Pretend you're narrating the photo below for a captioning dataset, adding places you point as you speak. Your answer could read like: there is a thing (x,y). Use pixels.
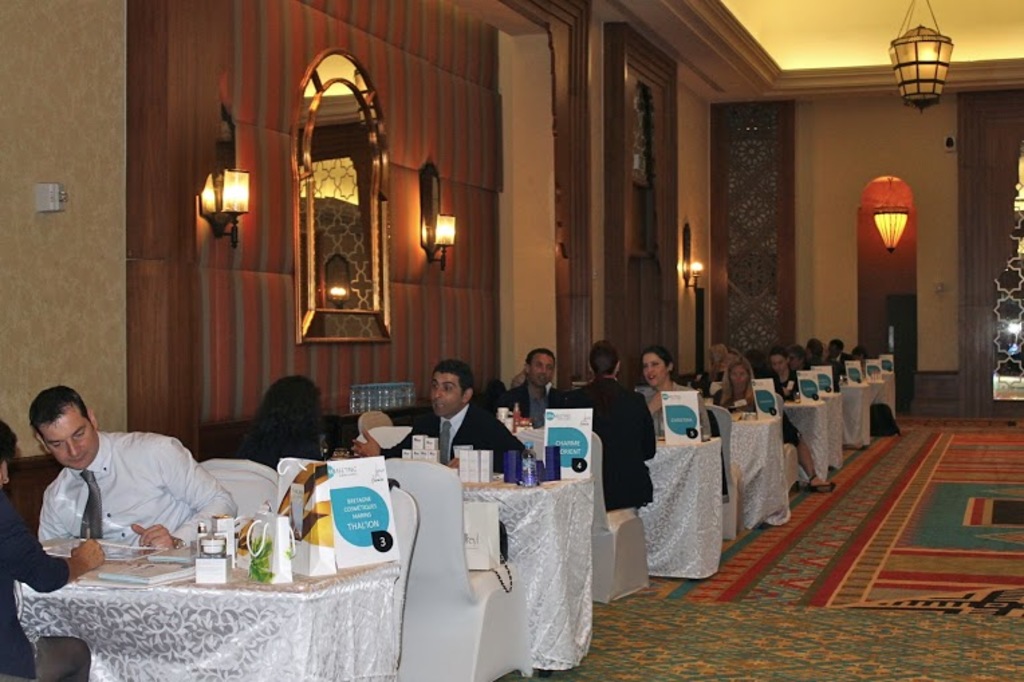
In this image, There is a floor (832,631) and on that floor (857,538) there is a carpet (767,616) in red color, there are some table (379,599) covered by a white cloth (676,483) and there are some chairs (512,576) in white color and there are some people (186,463) sitting on the chairs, In the background (172,338) there is a brown color wall (263,350) and a mirror (306,323), In the right side (905,222) top there are some light (920,66) in yellow color hanging on the roof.
